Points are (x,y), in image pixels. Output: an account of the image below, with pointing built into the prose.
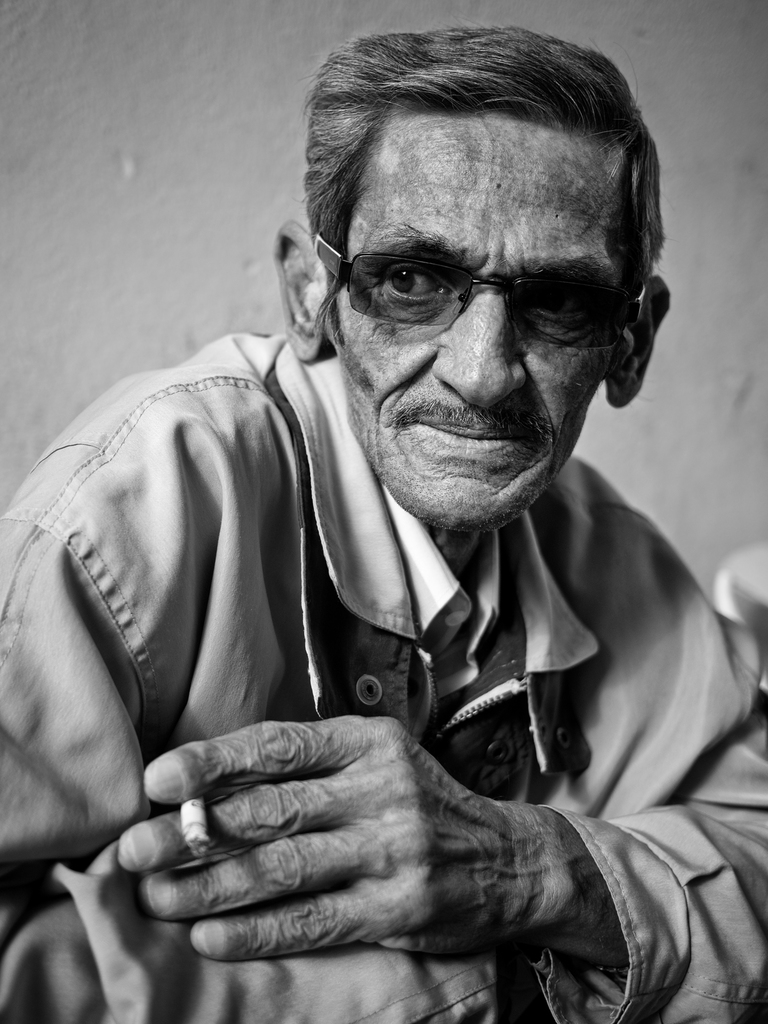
There is a person (145,492) wearing shirt (178,524) and glasses (390,317) is holding a cigarette (184,810). In the back (102,197) there's a wall (102,166). And it is a black and white image.
